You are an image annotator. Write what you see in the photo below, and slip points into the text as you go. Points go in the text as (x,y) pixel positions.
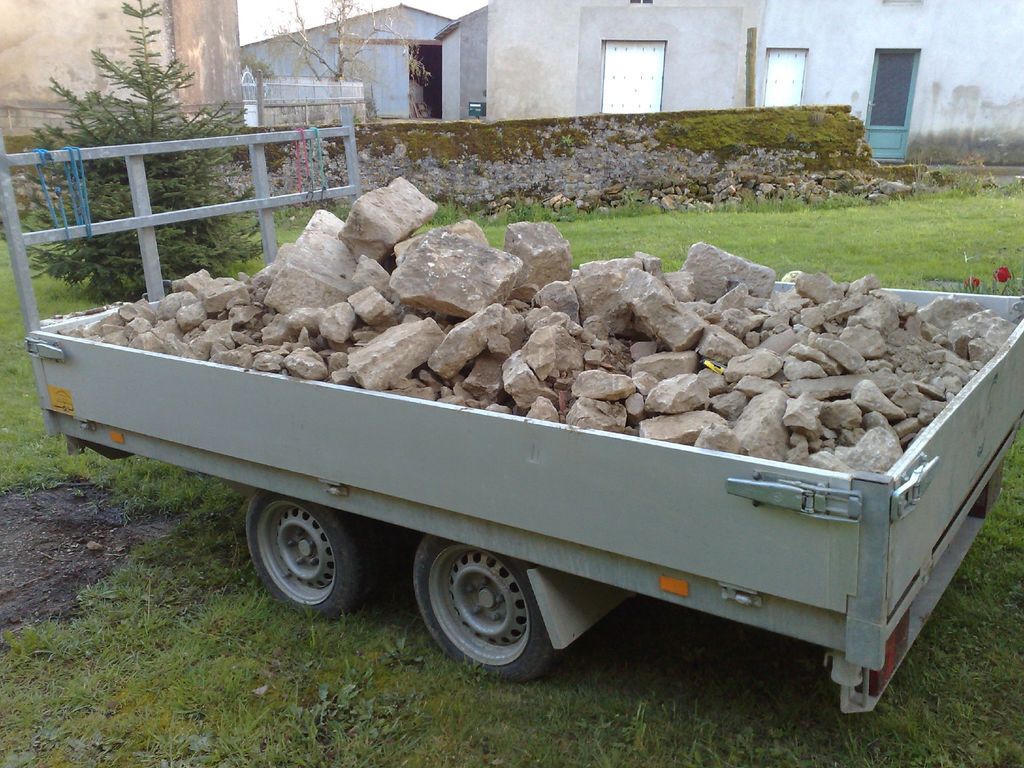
In this picture we can see a cart (191,211) on the grass (532,715) and on this cart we can see stones (880,386) and in the background (269,111) we can see trees (97,117), buildings (478,87), wall (660,151).
